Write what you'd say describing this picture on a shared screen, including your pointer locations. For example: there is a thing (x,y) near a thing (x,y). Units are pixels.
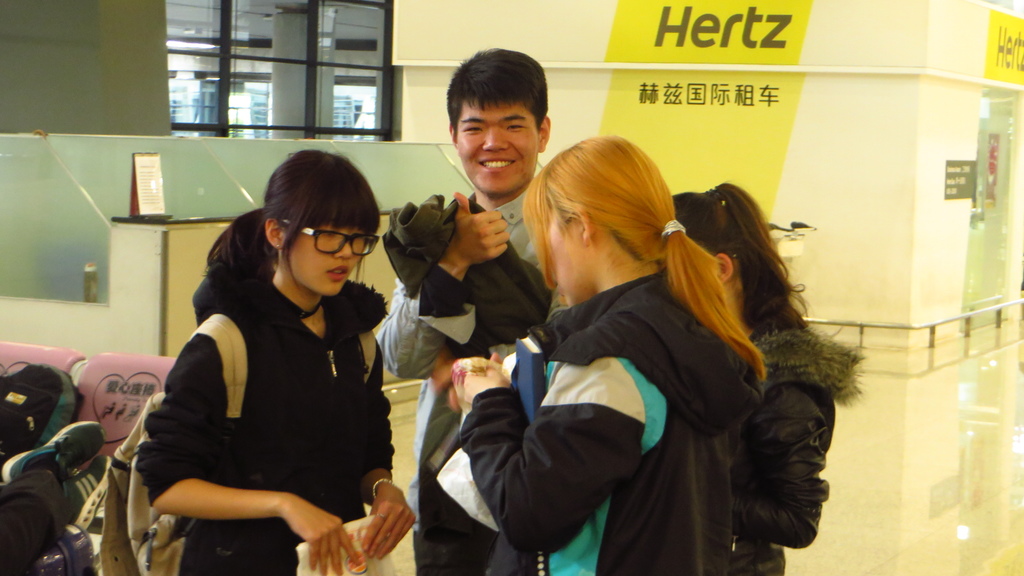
In this image there are four persons (478,238) standing, a person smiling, and in the background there is a board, pair of shoes (75,444), bag (44,416), chairs (1,357).
